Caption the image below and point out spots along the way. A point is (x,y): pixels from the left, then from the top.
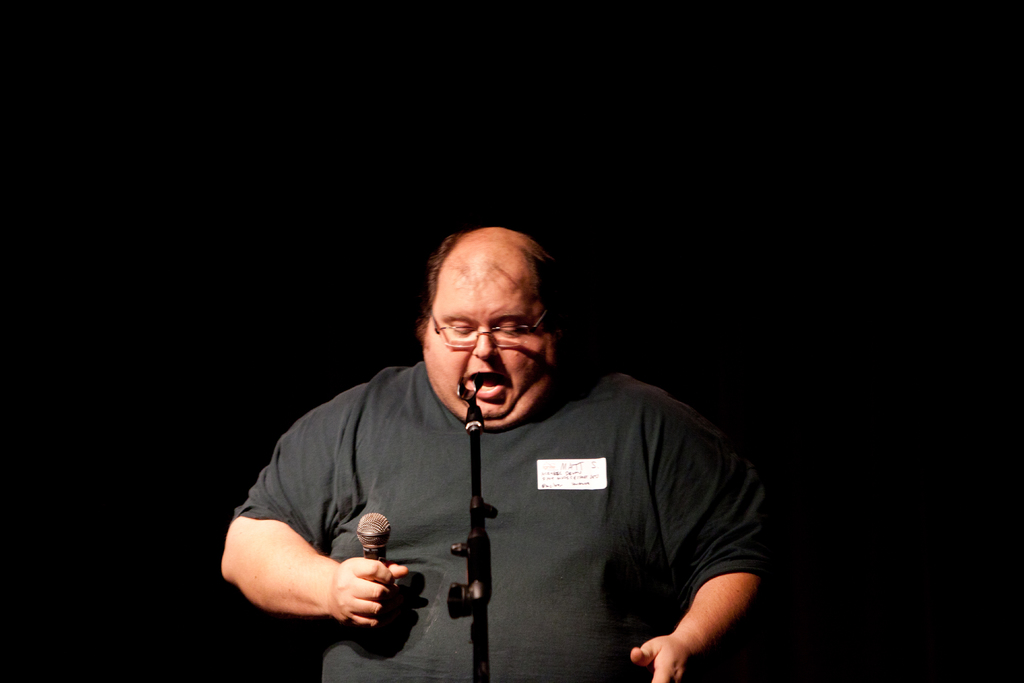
In this image I see a man (523,264) who is wearing black color t-shirt (519,624) and I see that he is holding a mic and I see a tripod (481,674) over here and it is dark in the background (460,143).
